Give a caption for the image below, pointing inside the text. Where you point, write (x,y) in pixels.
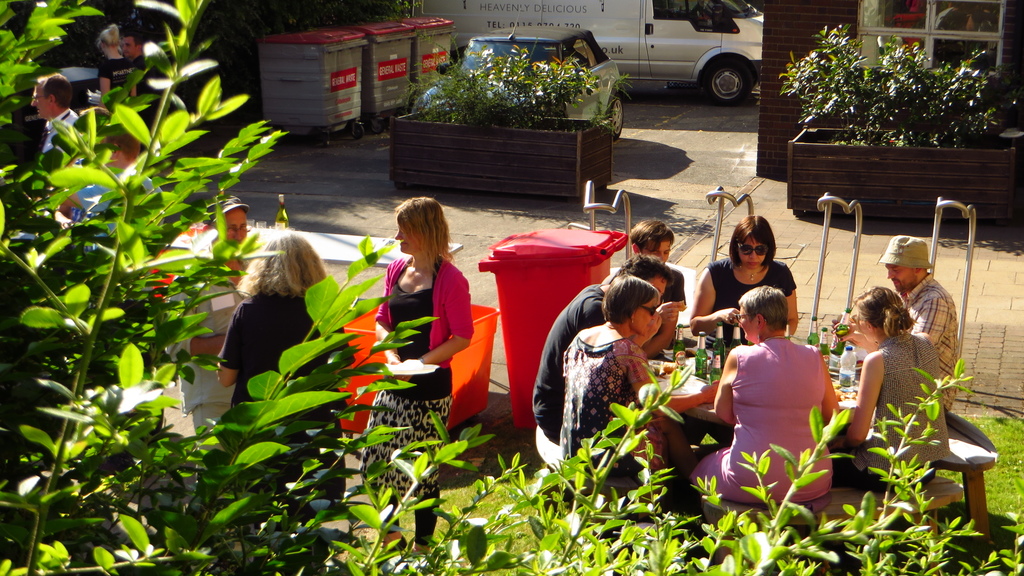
In this image there are few people (762,428) sat in front of the table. On the table (712,357) there are bottles (715,373) and a few other objects (686,362), beside them there are a few people (240,371) standing and there are dustbins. There are few people (72,205) walking on the road (459,228). In the foreground of the image (301,513) there are trees (139,523). In the background (524,85) there is a building (782,107), trees (856,105), a vehicle (467,22) is parked and there are few other objects (286,96) placed on the surface (284,148).
